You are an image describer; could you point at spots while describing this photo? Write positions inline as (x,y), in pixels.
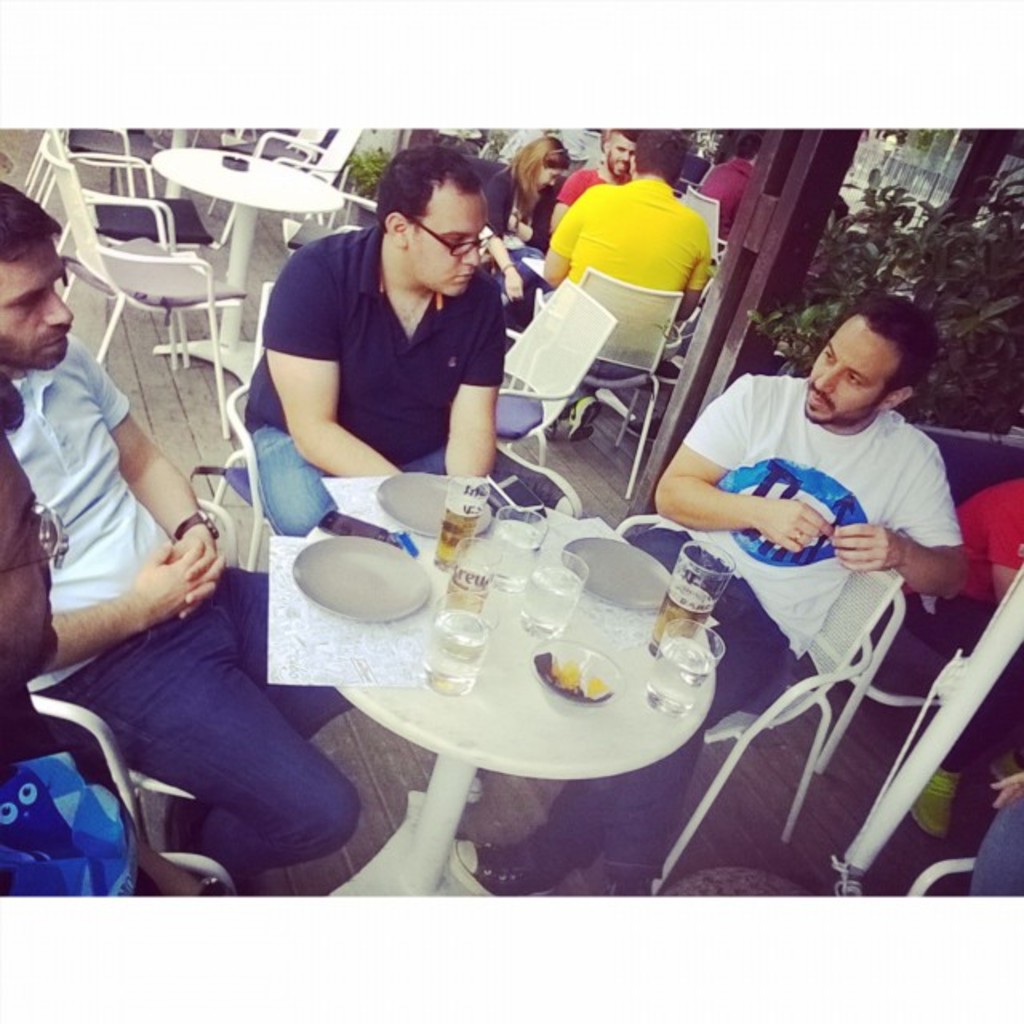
Here we can see a group of people (50,388) sitting together, and in front (648,583) there are glasses (506,532) and plates (633,569) and some other objects (565,690) on the table (487,688), and at back (876,242) there is the tree (910,243).
